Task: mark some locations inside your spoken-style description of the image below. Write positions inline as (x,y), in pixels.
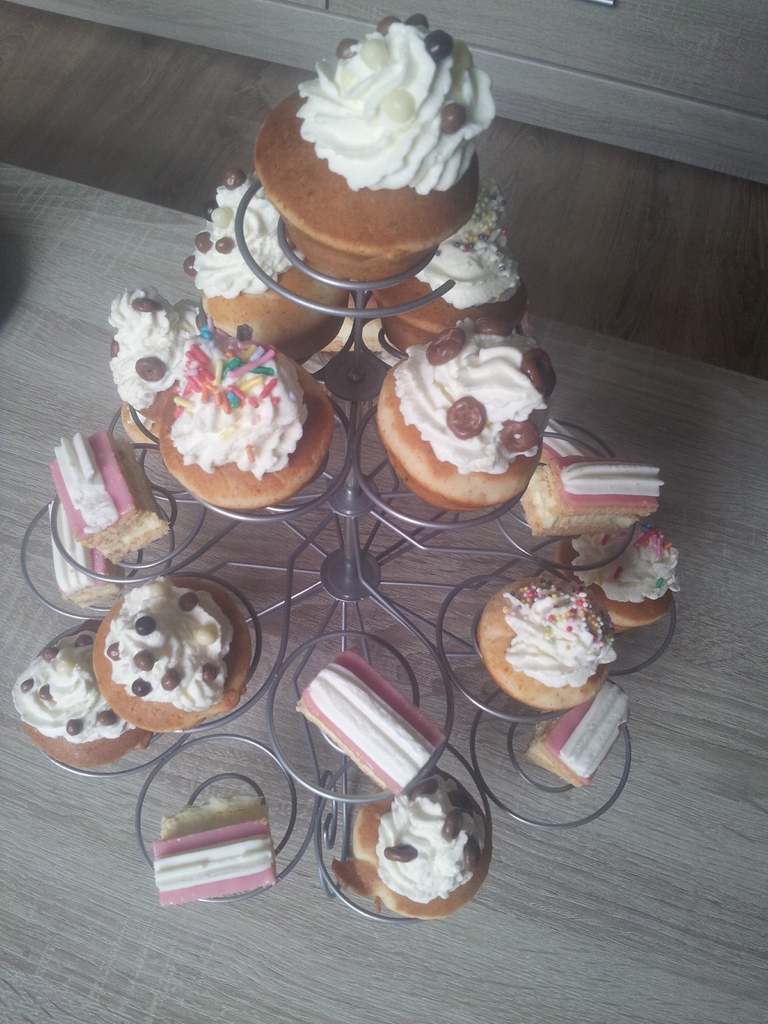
This is a zoomed in picture. In the center (353,534) there is a metal stand (346,459) on which we can see the cupcakes (182,632) are placed and the stand (383,608) is placed on the table (678,840). In the background (595,119) there is an object (603,103).
